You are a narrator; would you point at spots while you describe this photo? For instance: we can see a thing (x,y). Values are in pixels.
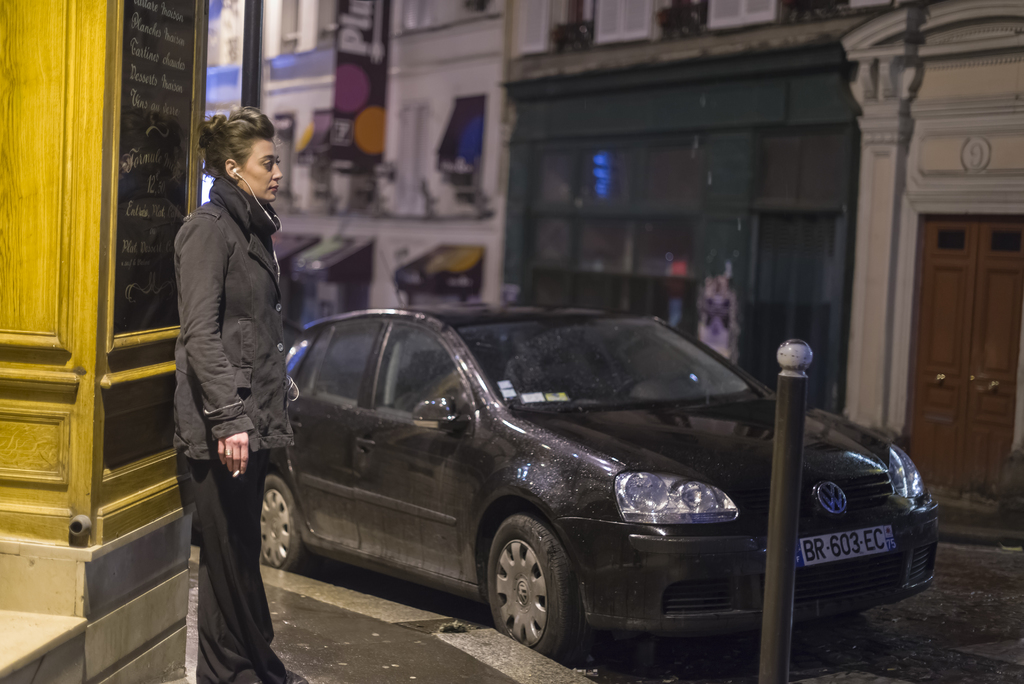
In the image there is a woman (235,197) standing in black jacket (234,386) on side of the road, in front of a wall (92,487). There is a car (281,548) parked beside the road (930,622) and behind it there are buildings (992,205).
